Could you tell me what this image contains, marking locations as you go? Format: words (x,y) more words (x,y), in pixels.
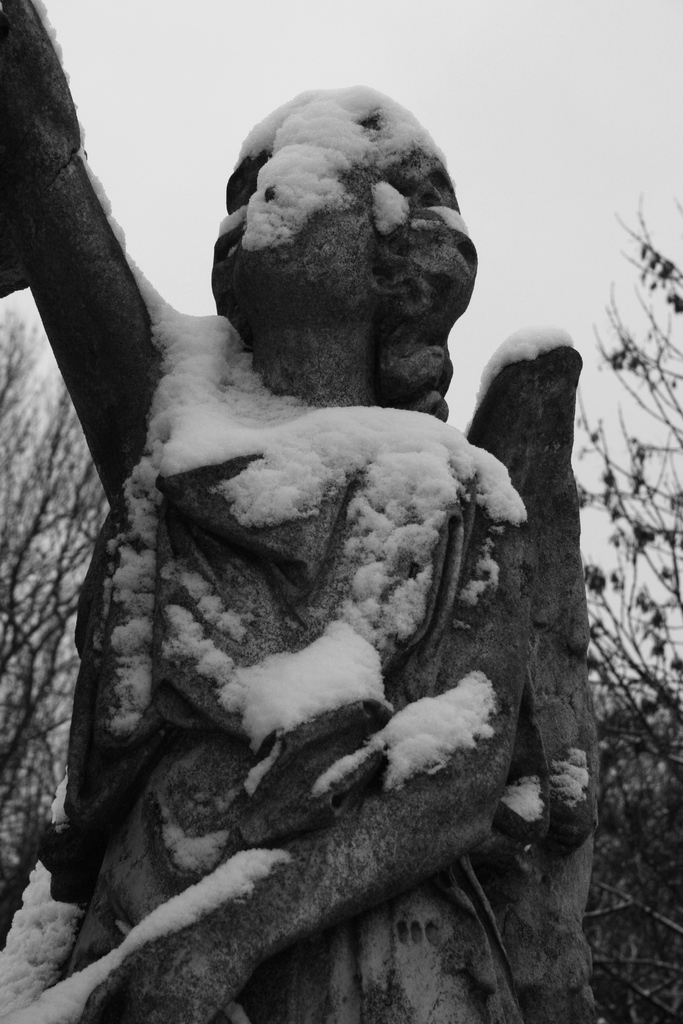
In this image we can see a sculpture (370,796) covered by snow (290,438). In the background (661,715) there are trees (661,715) and sky (545,161).
